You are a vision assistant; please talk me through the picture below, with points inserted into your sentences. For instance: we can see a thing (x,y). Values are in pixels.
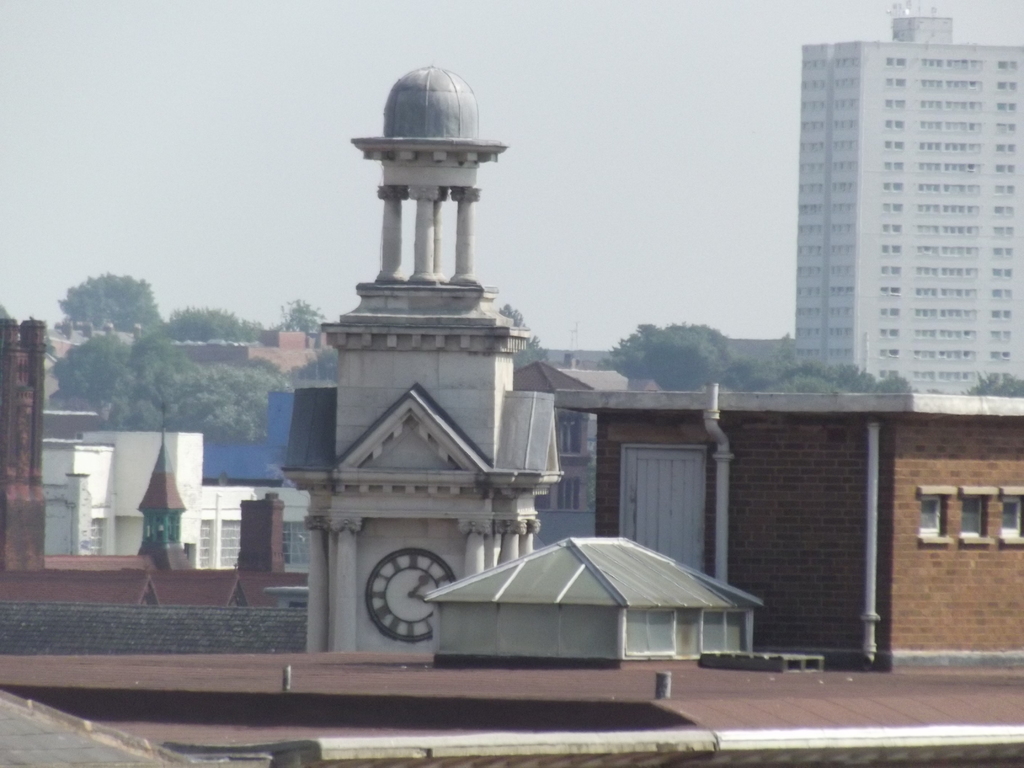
In this image there are buildings (469,422) and trees (182,416).
